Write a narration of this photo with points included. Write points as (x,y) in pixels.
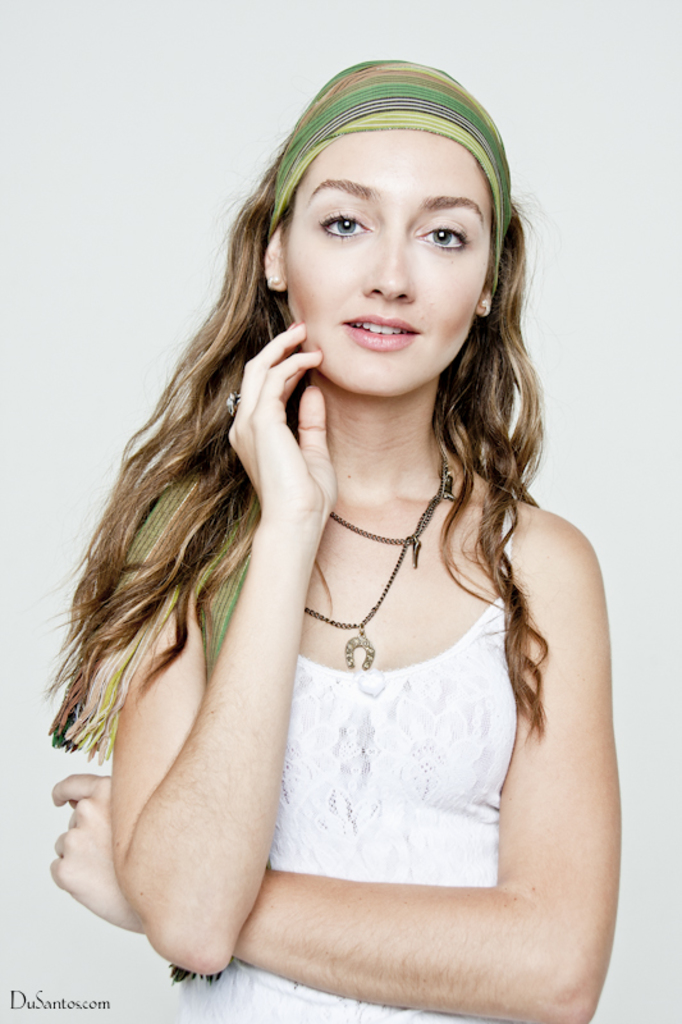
In this image in front (585,564) there is a person (320,668) wearing a smile on her face (334,318). Behind her there is a wall (113,338). There is some text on the left side of the image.
